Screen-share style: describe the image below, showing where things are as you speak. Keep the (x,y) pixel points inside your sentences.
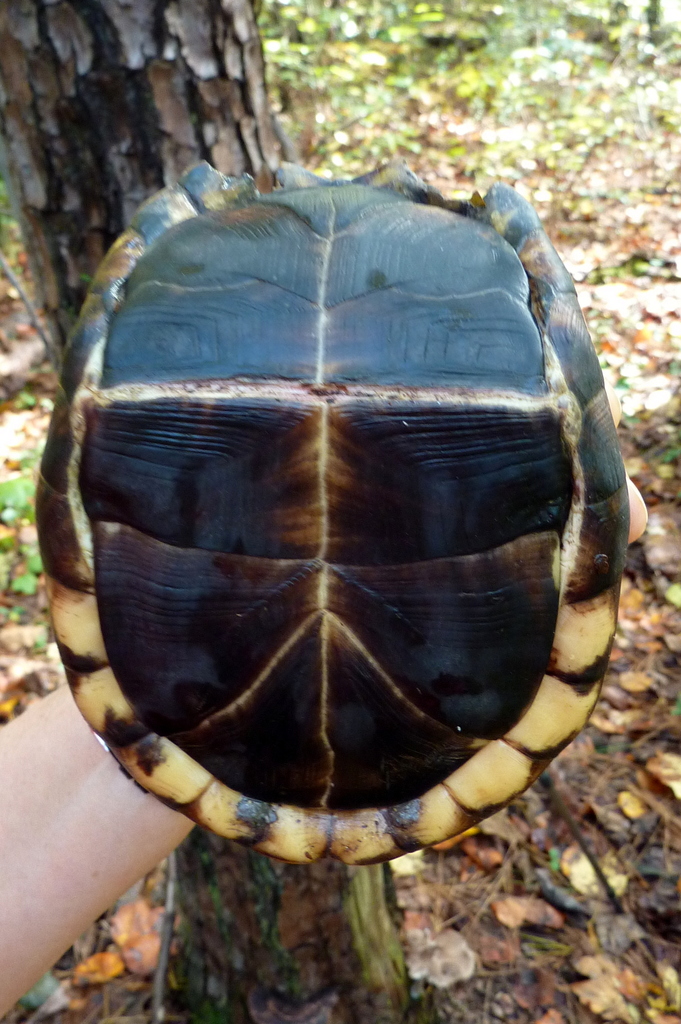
In this picture we can observe a shell (305,406) of a turtle (275,485) which is in brown and yellow color. It is in the hand (85,793) of a human (100,793). We can observe a tree (139,116). In the background (440,44) there are some plants (440,65) and dried leaves (607,325) on the ground (440,114).
